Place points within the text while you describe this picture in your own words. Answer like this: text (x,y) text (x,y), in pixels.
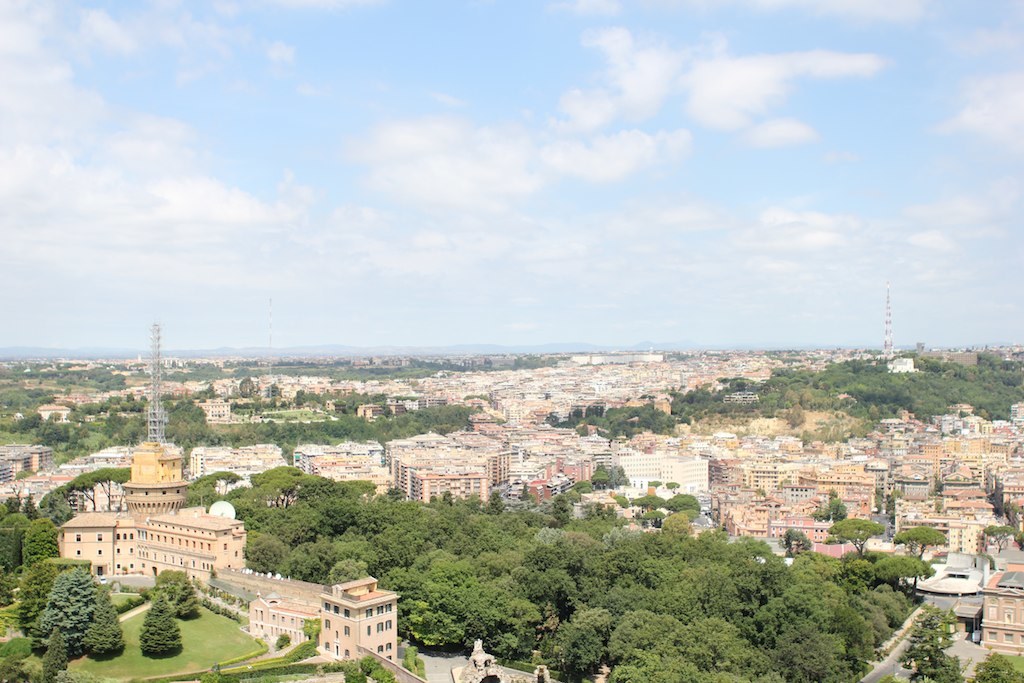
In this image, we can see so many buildings (931,476), houses (564,374), trees (554,667), grass (215,658), plants (271,666), roads (437,660) and towers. Background (949,291) there is a sky (569,225).
